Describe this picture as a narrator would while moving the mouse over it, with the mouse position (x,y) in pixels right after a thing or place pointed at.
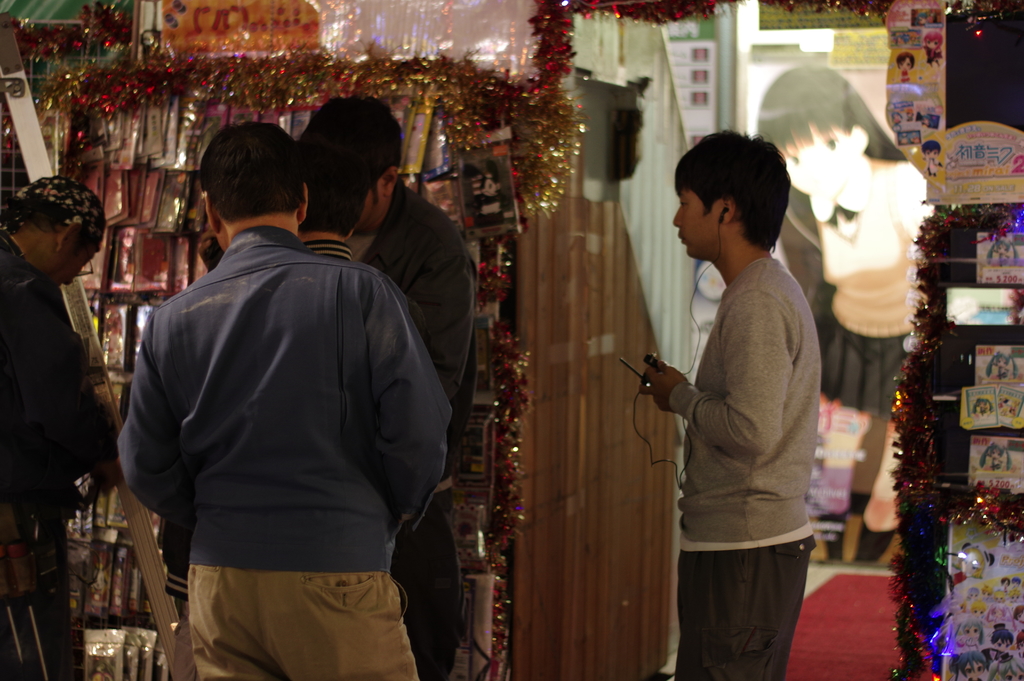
In this image we can see some person (369,339) standing and there is a person (729,273) with headphones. In the background (233,61) we can see some decor items (549,54) and also some packs (133,589) arranged in a manner. At the bottom (834,584) there is a red carpet (839,586). We can see a wooden door (628,286). There is also a girl depiction (847,163) in this image.
